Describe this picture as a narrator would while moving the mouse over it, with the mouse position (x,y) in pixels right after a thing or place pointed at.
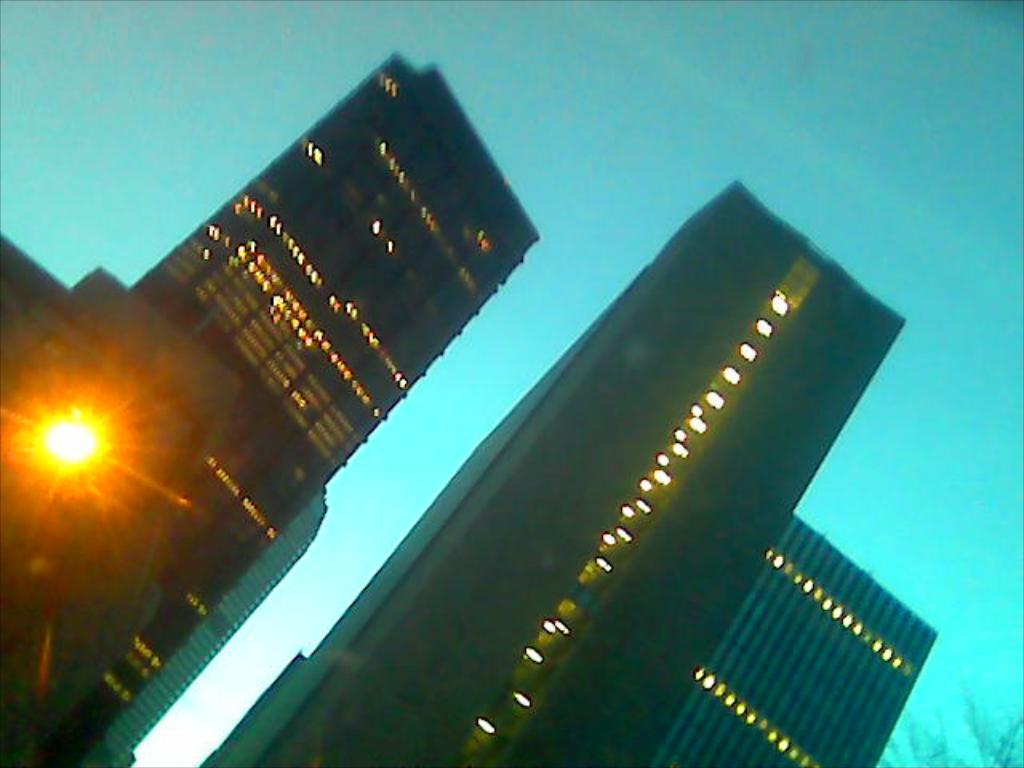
In the image we can see there are buildings (577,563) and lights (93,459). We can even see a pale blue sky (472,336) and branches (1006,755) of a tree (966,723).
